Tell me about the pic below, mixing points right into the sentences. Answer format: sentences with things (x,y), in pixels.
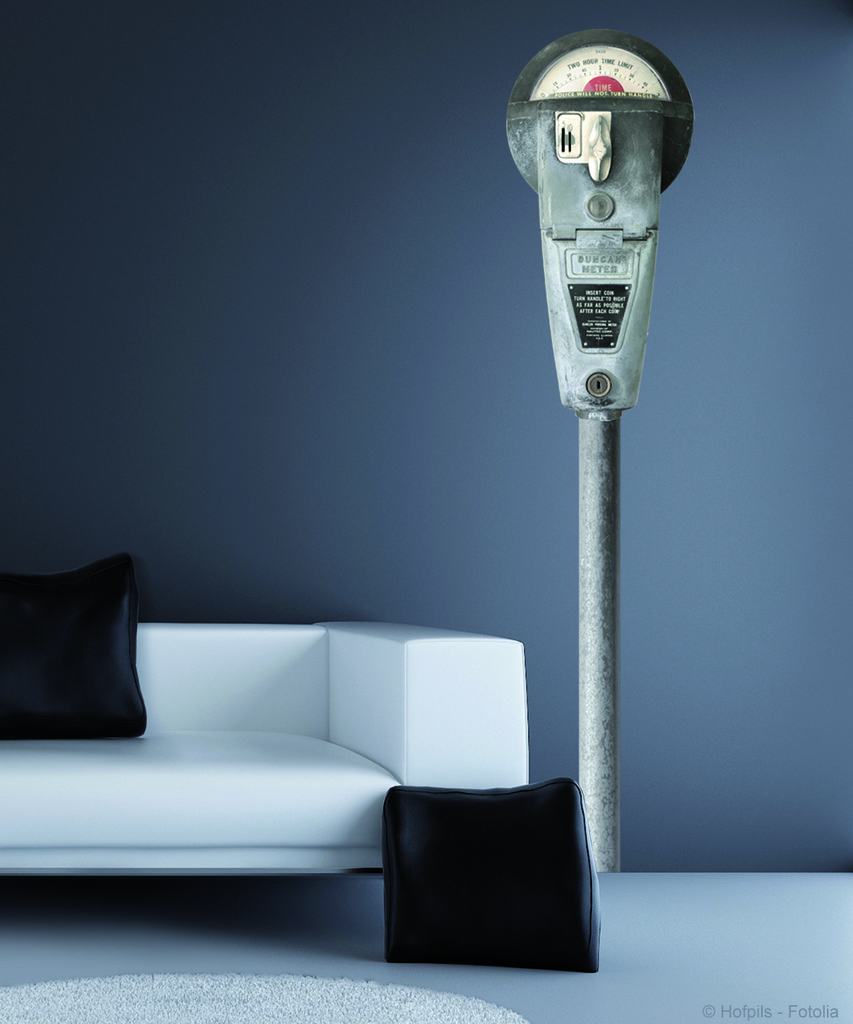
In this image I can see a sofa (418,641) and two cushions (412,909) on black color. I can also see a meter (520,87) over here.
